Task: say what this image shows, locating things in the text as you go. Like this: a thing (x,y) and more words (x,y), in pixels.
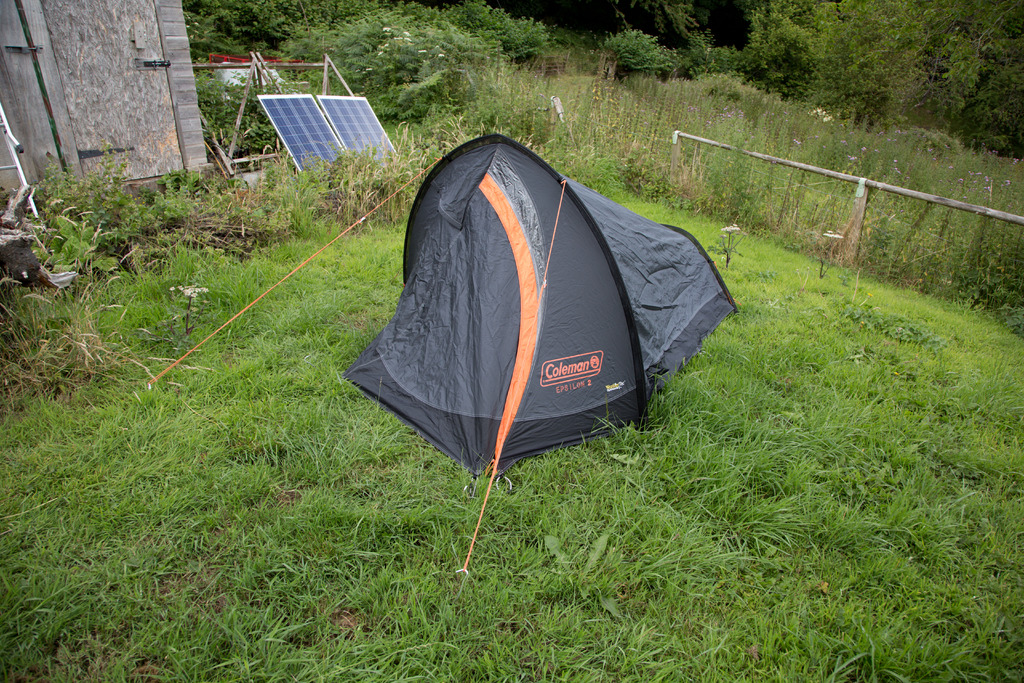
In front of the image there is a tent (488,341) on the grass surface (316,313) with ropes (487,497), around the tent (493,234) there is a wooden rod fence (773,156), solar panels (286,133), wooden door (134,159), a ladder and some other objects (19,200), behind that there are plants (602,62) and trees (778,39).
